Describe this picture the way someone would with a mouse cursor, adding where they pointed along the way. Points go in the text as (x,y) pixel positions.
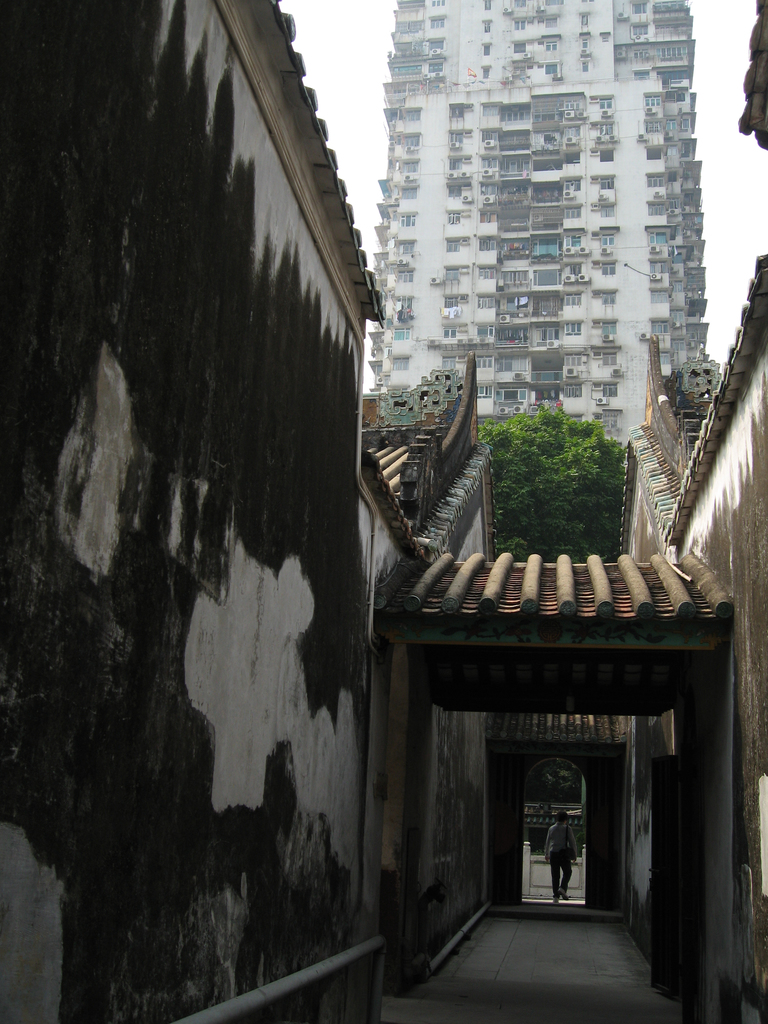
In this image I can see few buildings (694,581), windows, trees (547,447), sky (766,236) and one person (563,823) is walking.
